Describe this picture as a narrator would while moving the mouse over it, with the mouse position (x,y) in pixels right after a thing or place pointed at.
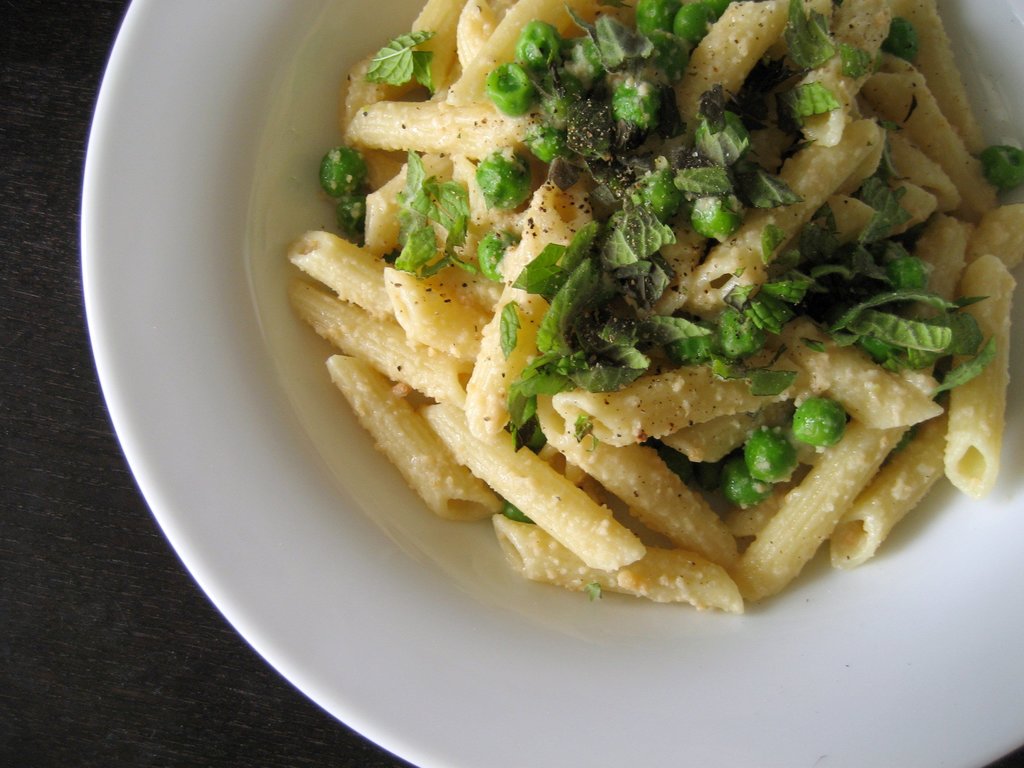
In this image we can see a bowl (171,407) with some food (467,299) on an object (27,340), which looks like a table (43,342).
